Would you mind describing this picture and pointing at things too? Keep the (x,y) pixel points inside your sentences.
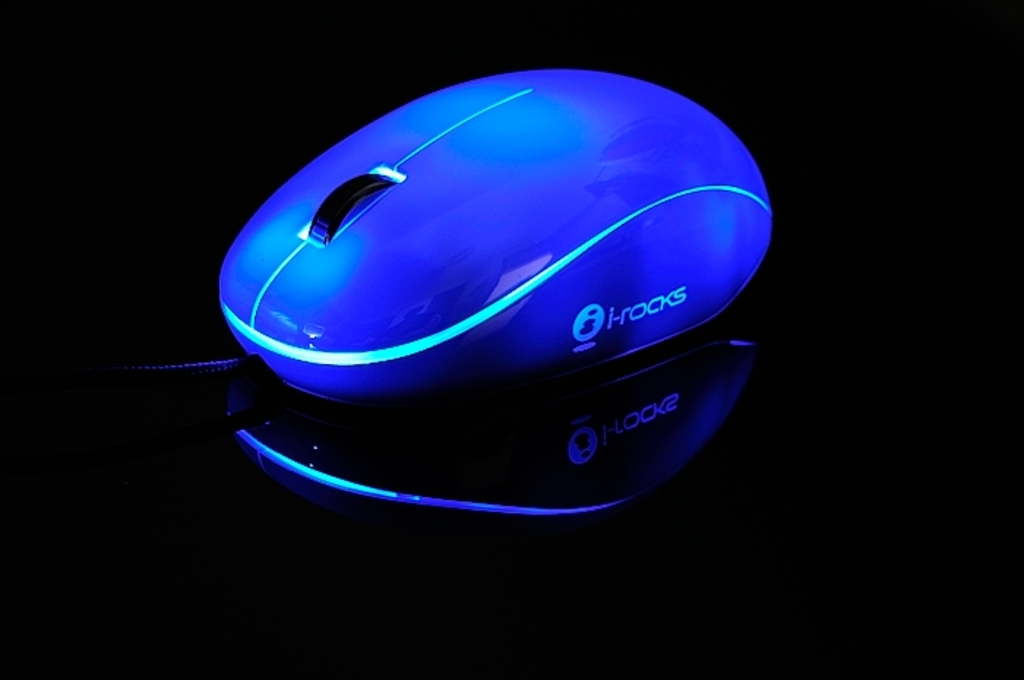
In this image there is a mouse (486,292) on the black color surface (524,542).
